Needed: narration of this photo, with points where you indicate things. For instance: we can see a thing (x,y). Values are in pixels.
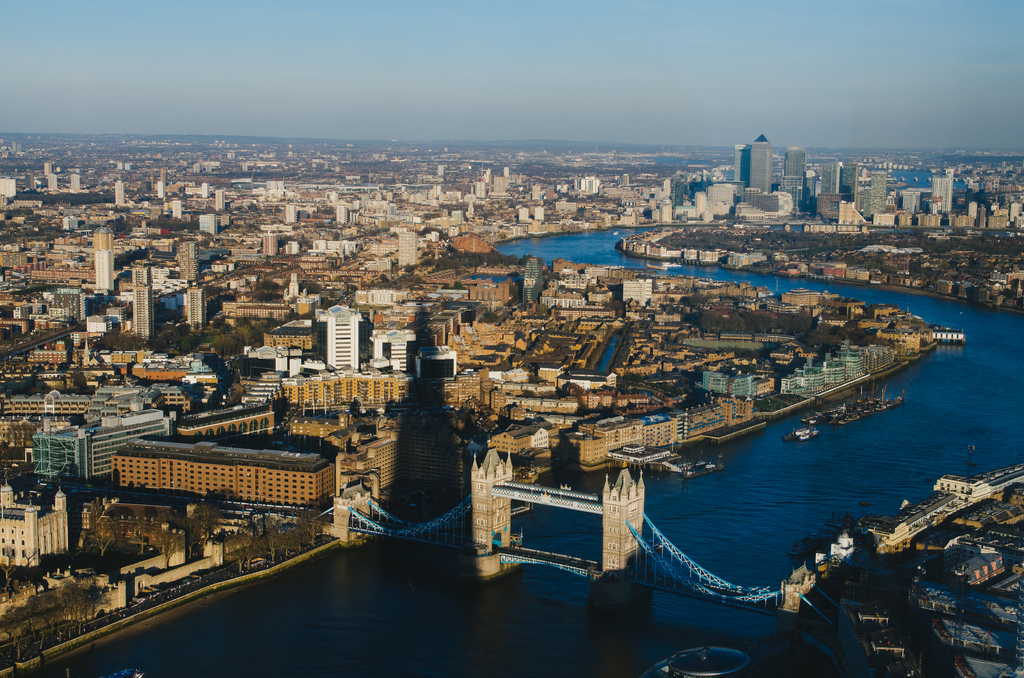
In this picture we can see a bridge (430,543) and water (489,583), here we can see buildings (368,485), trees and some objects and in the background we can see the sky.
